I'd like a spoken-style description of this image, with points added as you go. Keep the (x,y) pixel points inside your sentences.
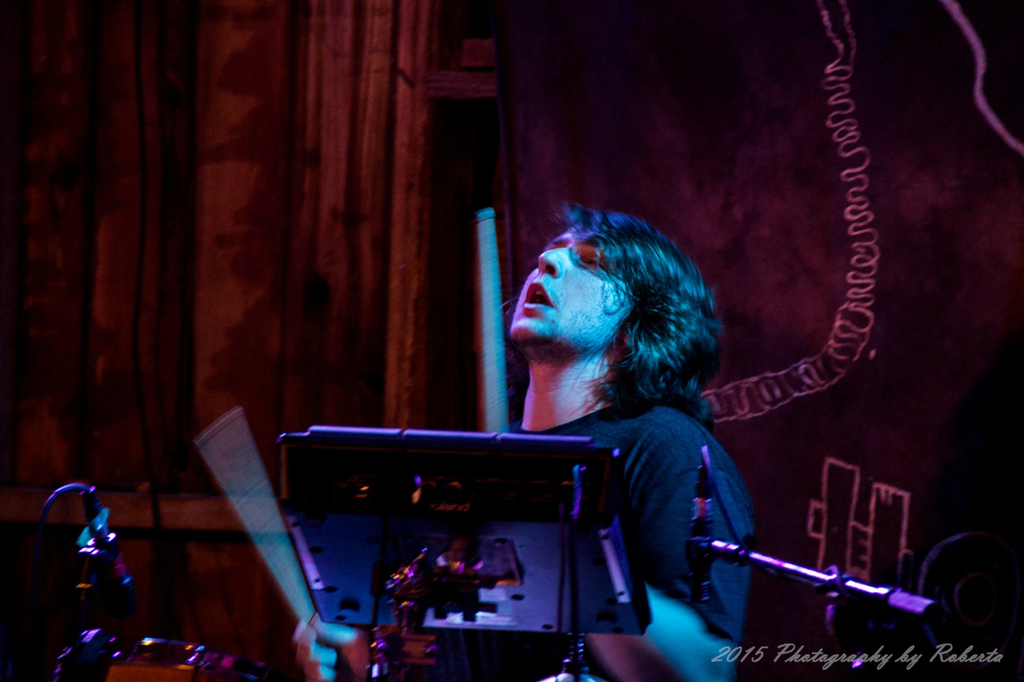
In the foreground of this image (641,349), there is a man (634,386) holding drum sticks (494,391) and playing musical instruments (189,642) in front of mics (710,540). In the background (511,163), it seems like curtains (686,155).
